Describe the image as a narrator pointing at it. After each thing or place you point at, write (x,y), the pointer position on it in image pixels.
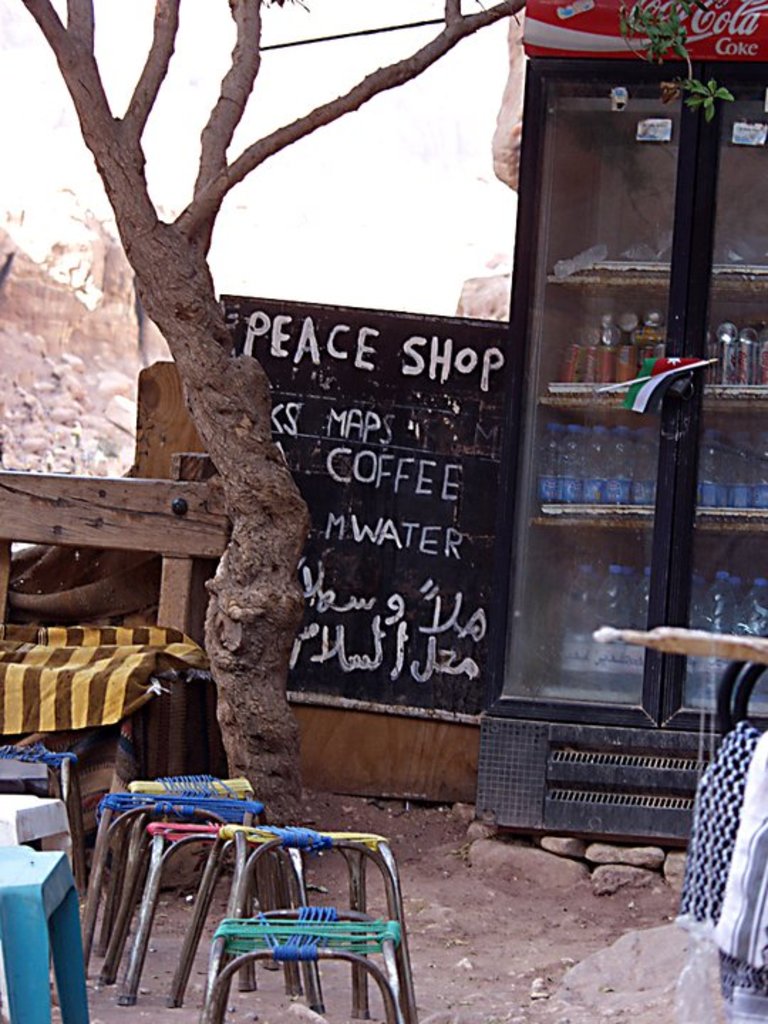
In the background (45,368) we can see the wall (286,294), tree trunk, a black board (333,362) with some information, refrigerator (701,336) and in the refrigerator (751,398) we can see the water bottles (755,618) and drinking tins (738,369). We can see a wooden bench (166,632), a cloth (130,638) on it. In this picture we can see the stools (270,926). On the right side of the picture (692,833) we can see a cloth (749,820), wooden pole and black rods (744,704).
